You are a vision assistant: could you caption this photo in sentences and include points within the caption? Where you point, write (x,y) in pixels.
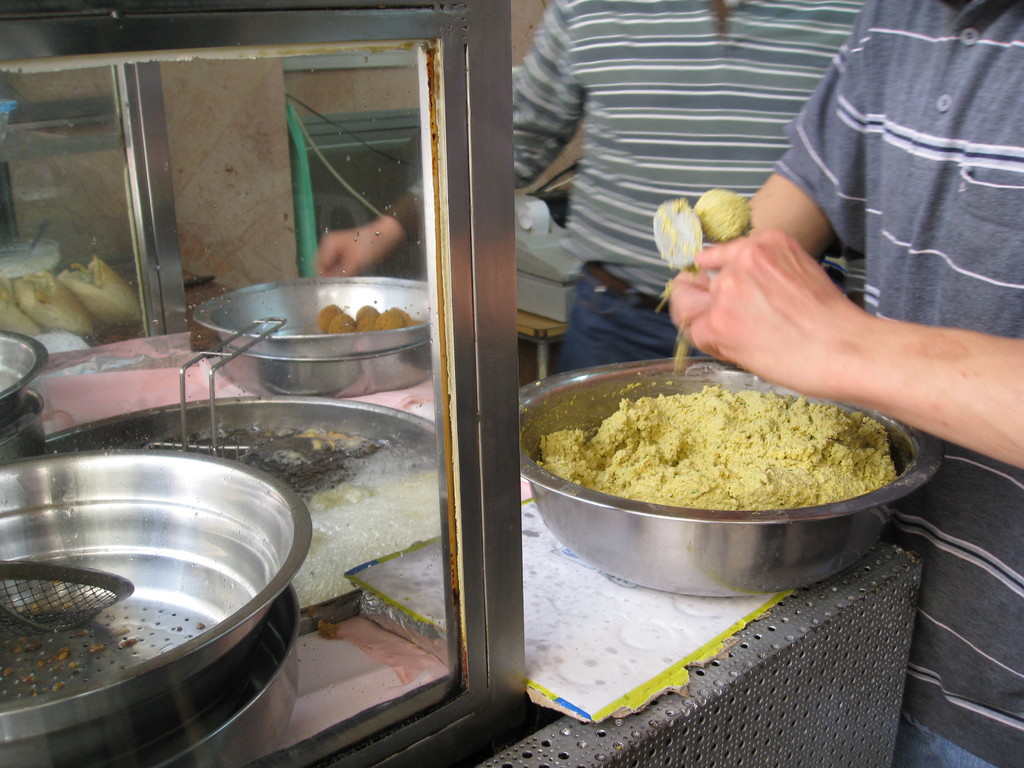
In this image there are two men (701,144) on the right side (701,131) who are making the food (716,225) with the flour (710,412). On the left side (260,379) there is a glass door (326,240). Beside the glass door (301,243) there are vessels (126,506), bowls (117,526) and some food items (328,313). It seems like a cooking stove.
